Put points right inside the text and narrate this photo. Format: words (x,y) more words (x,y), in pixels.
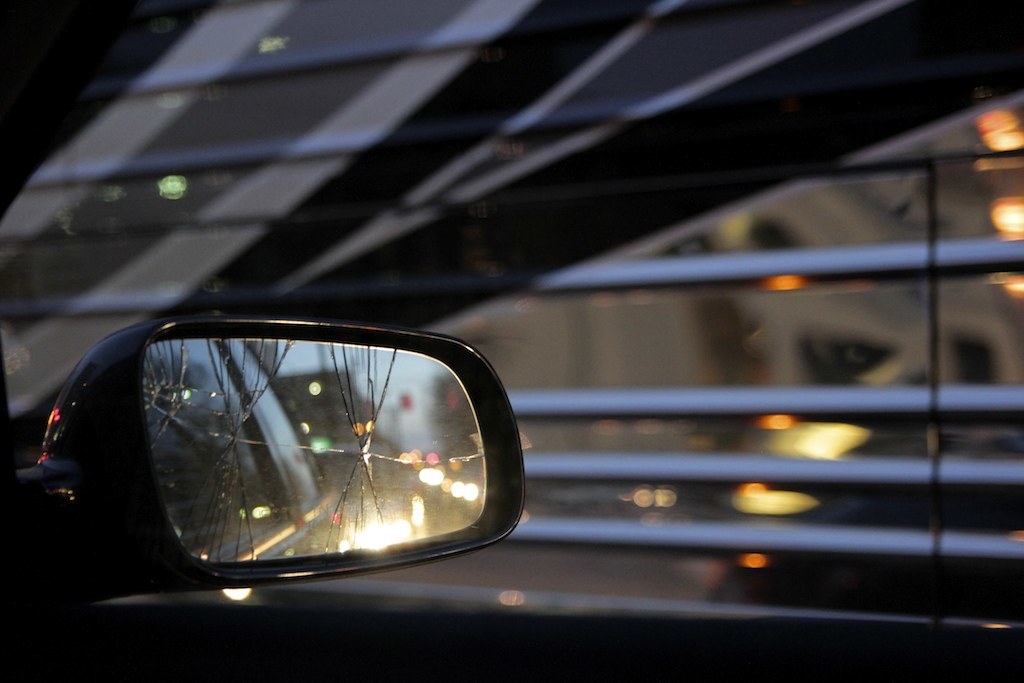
In this image I can see the side mirror (301,383) of the vehicle (215,406) and it is broken. Background I can see few lights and it is blurred.
